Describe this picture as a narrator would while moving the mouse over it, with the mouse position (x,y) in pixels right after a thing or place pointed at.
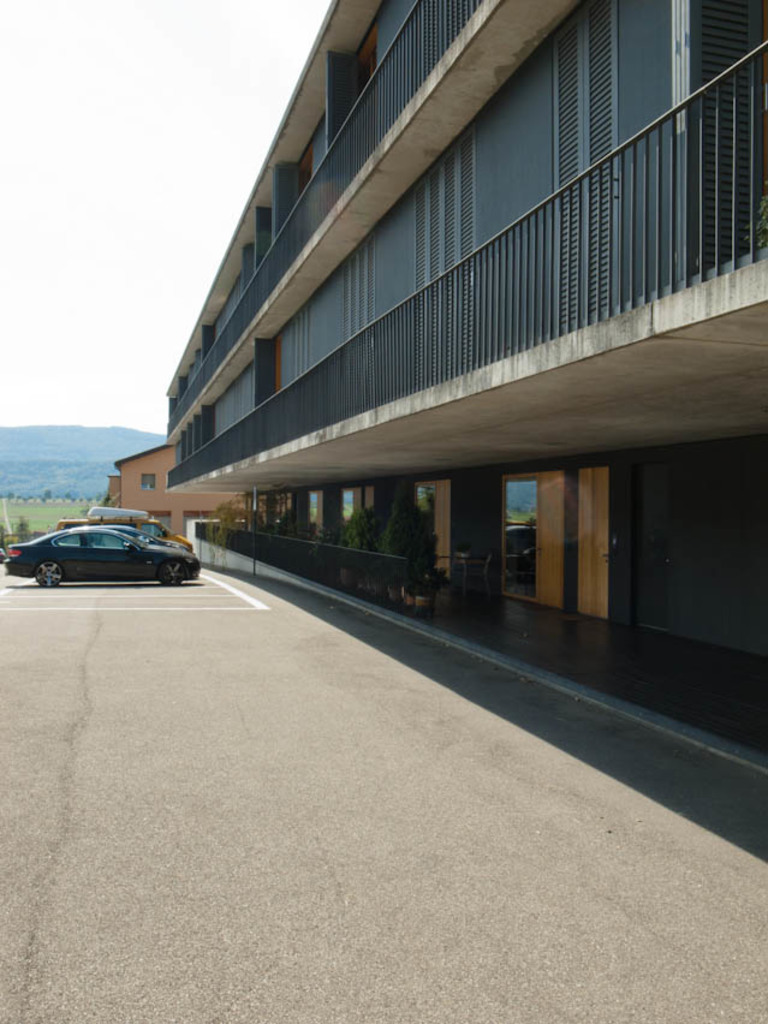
In this image we can see sky (54,115), buildings (321,351), motor vehicles (192,549), road (204,660), iron grill (373,566), plants (290,520), ground (461,618) and trees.
